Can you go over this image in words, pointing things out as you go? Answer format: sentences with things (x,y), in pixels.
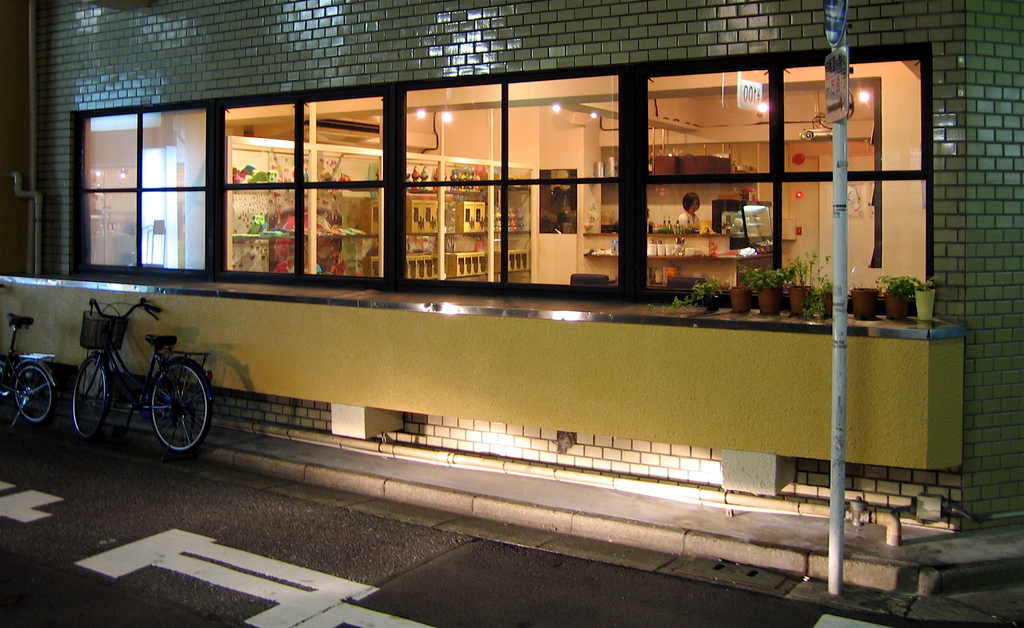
In this in the center (593,227) there is one building (559,168), and in that building (622,188) there is one person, toys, cupboard (493,223), lights (803,197) and some other objects (669,230). And on the left side (82,389) there are two cycles (97,390), at the bottom (288,574) there is a road (128,569) and on the right side (833,230) there is one pole (835,198).
